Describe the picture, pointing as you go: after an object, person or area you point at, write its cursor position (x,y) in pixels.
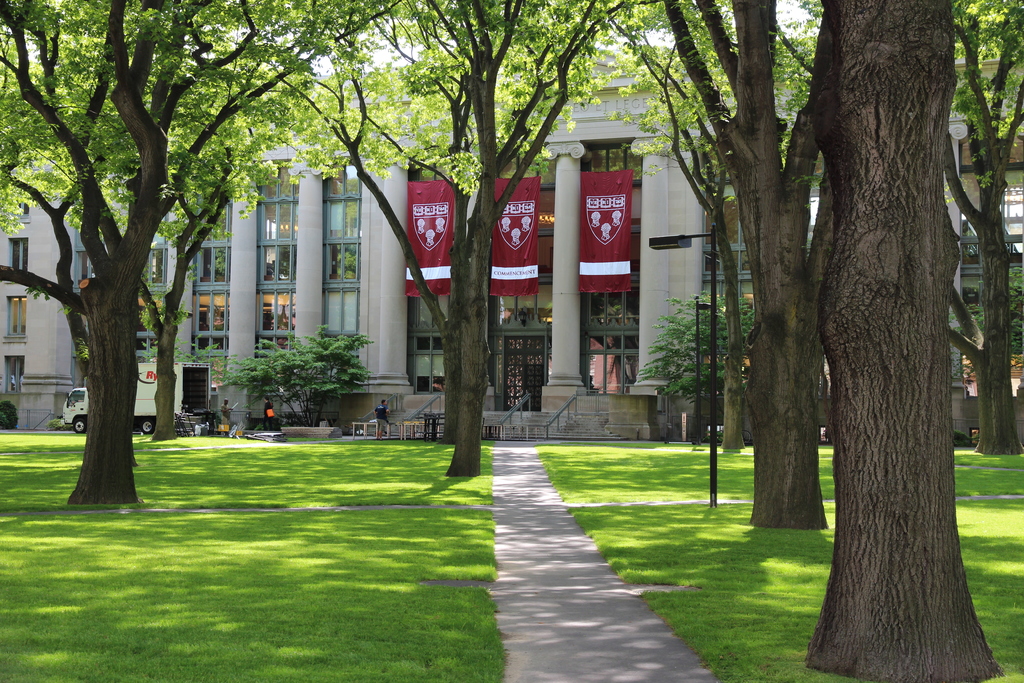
In the image we can see there are lot of trees (1016,97) and behind there is a building (352,236). There is a vehicle (183,402) parked on the road (173,432) and there are people (383,430) standing. There is a ground (463,518) which is covered with grass (600,534).
